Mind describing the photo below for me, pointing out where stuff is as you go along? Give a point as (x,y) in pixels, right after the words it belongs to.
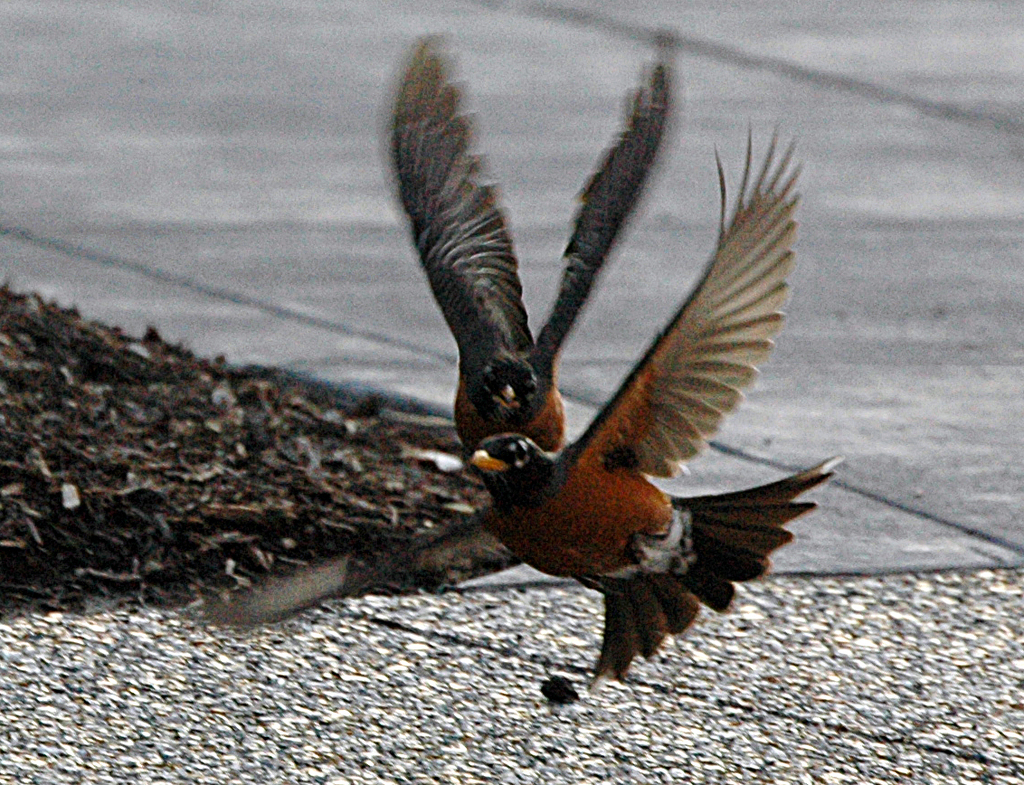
In this picture there are two brown color birds (518,322) are flying. At the bottom (639,721) there is a road (939,568).
